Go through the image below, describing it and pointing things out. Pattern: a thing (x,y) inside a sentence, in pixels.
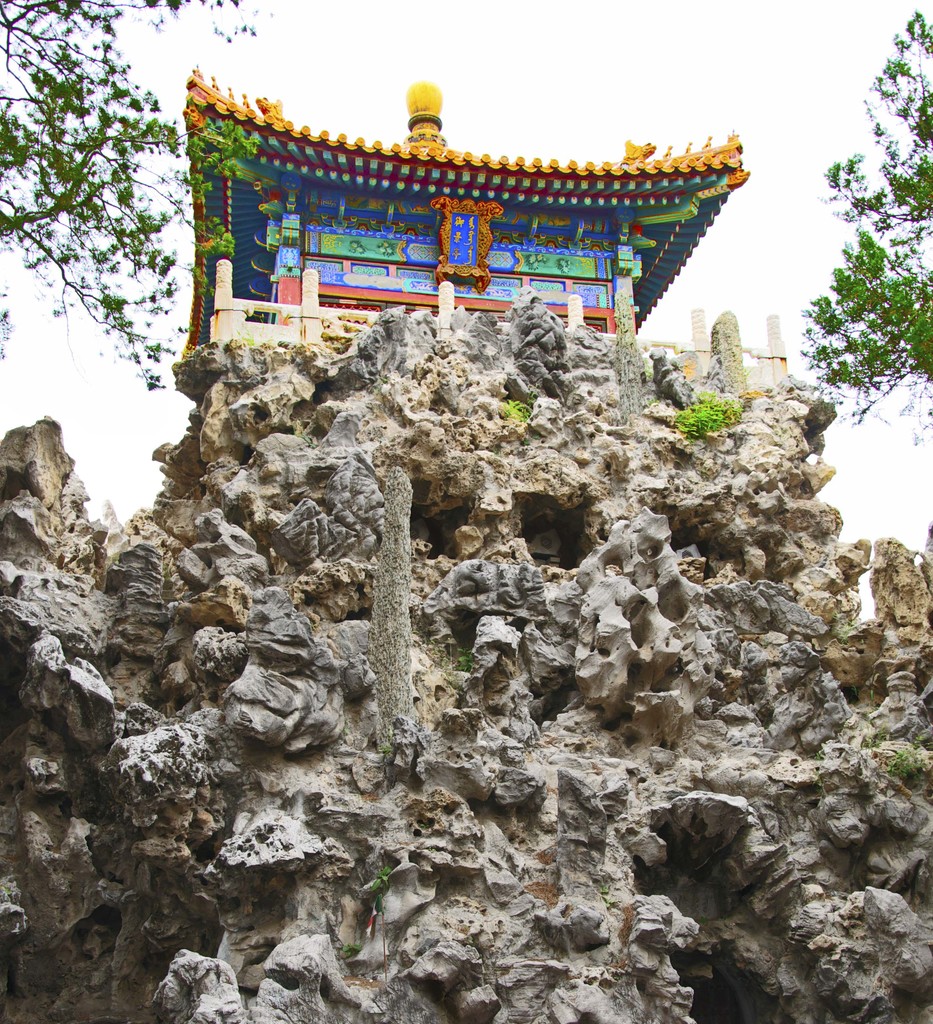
In the foreground of the picture (442,404) there is rock (341,362). In the center of the picture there is a building (294,220). On the left (78,194) there is a tree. On the right (926,295) there is a tree (888,228). In the background (359,66) it is sky (336,114).
